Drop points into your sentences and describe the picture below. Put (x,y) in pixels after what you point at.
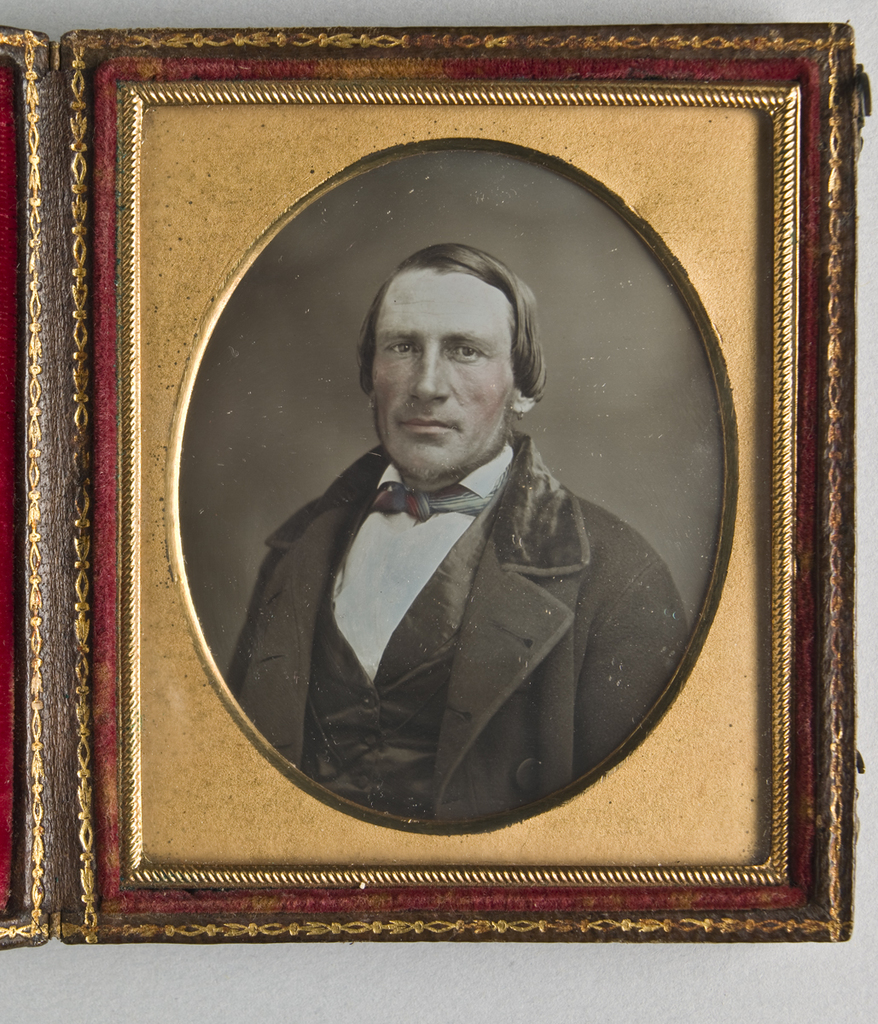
In the center of this picture (306,442) we can see a picture frame (130,822) in an open case (150,67) containing a picture (452,319) of a person (418,573) wearing suit (426,667).
